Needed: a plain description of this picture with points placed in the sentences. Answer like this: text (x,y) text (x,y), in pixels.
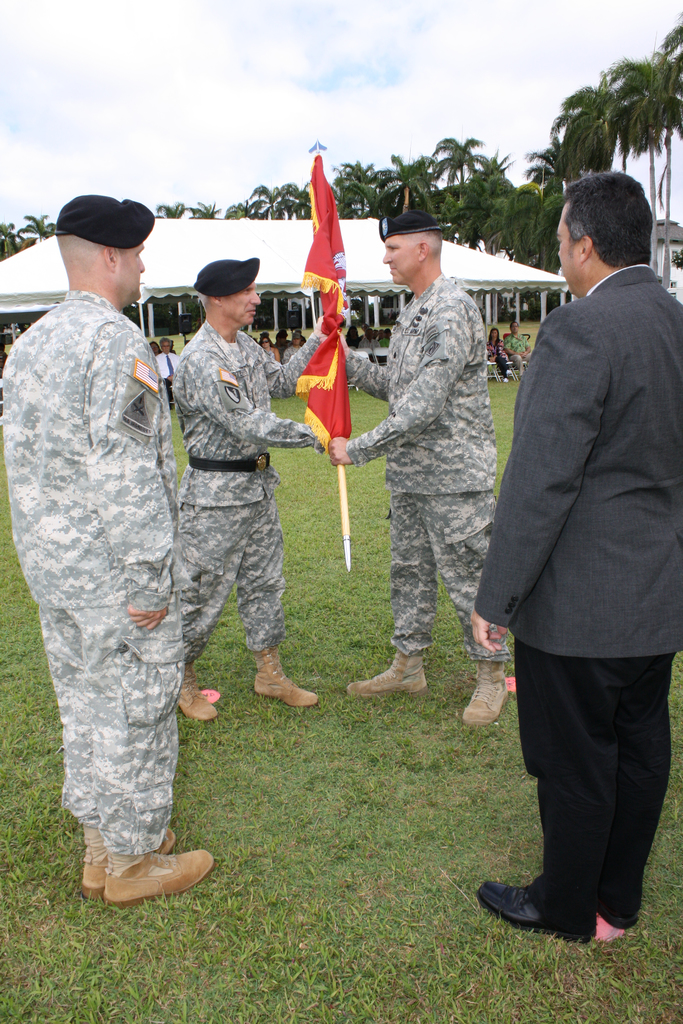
In this picture I can see people (358,688) standing on the green grass (367,833). I can see two people (402,423) holding the flag (333,367). I can people (516,343) sitting in the background (371,344). I can see trees (500,188) in the background (500,188). I can see clouds (358,97) in the sky (319,91).
